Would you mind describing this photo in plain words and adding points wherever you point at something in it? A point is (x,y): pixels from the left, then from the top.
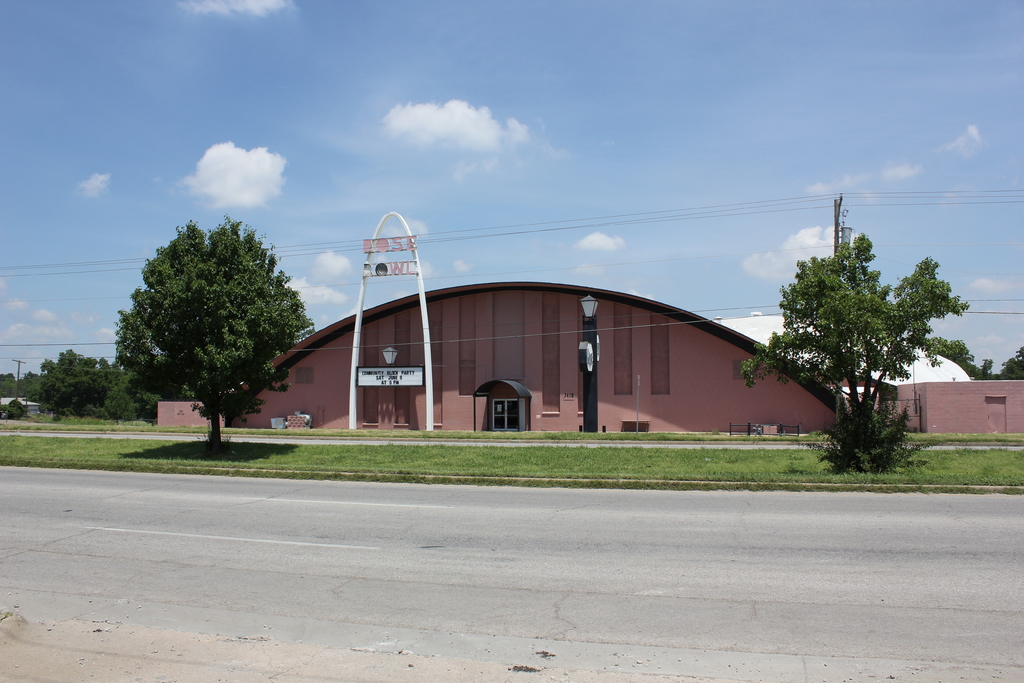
In this picture, this is the road (290,557). This are cloud (527,136) this is sky (606,251). This is some kind of bowling alley (736,347).
